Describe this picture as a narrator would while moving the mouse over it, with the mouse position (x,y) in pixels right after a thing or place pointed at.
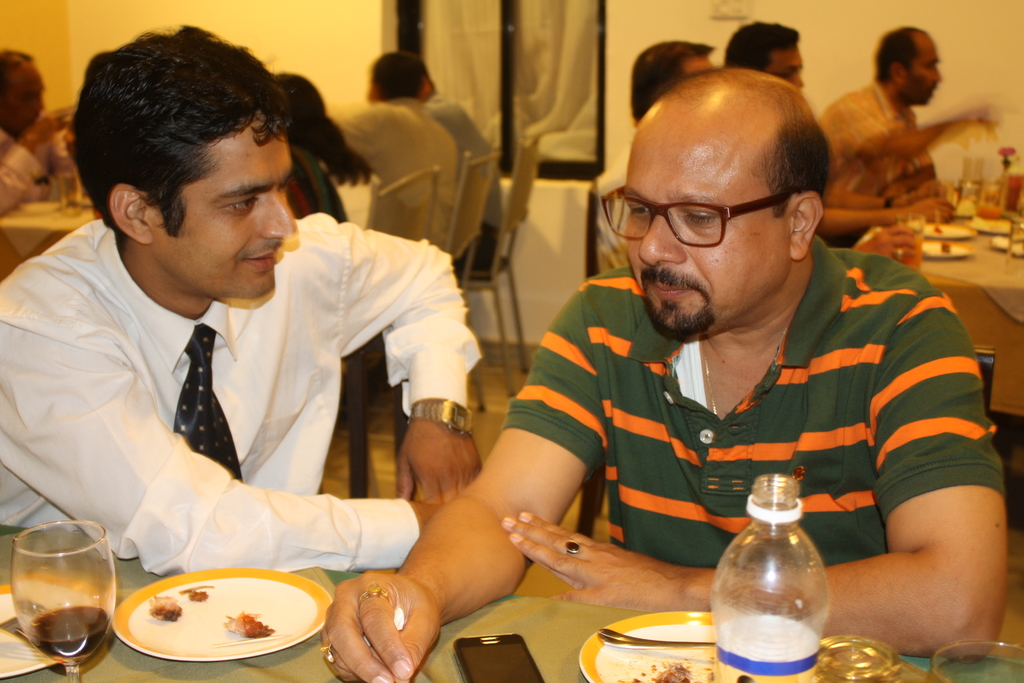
In this image, there are two people (443,431) sitting on the chairs (351,483). In front of these people (487,553), I can see a table (429,659) covered with a cloth (294,675). There are plates (648,649), a bottle (722,649), glasses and a mobile phone (515,650) on the table (540,630). Behind these two people (306,387), I can see a table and groups of people (430,139) sitting on the chairs (427,228). In the background (508,155), there is a window (575,10) and the wall (724,24).
